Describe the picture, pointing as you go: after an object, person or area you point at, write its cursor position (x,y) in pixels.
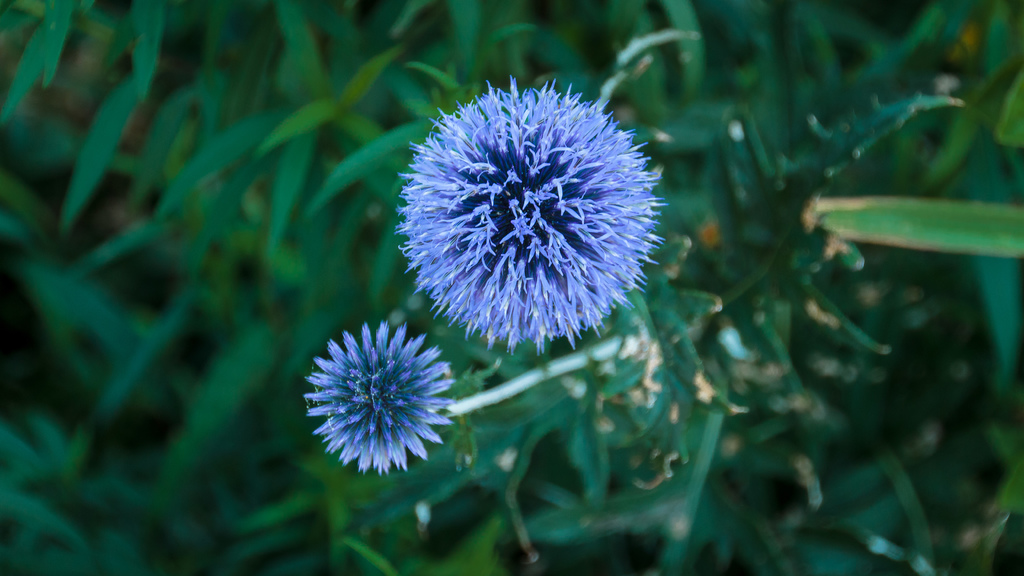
In this image, we can see plants (537,356) and there are flowers (548,220) which are in violet color.
